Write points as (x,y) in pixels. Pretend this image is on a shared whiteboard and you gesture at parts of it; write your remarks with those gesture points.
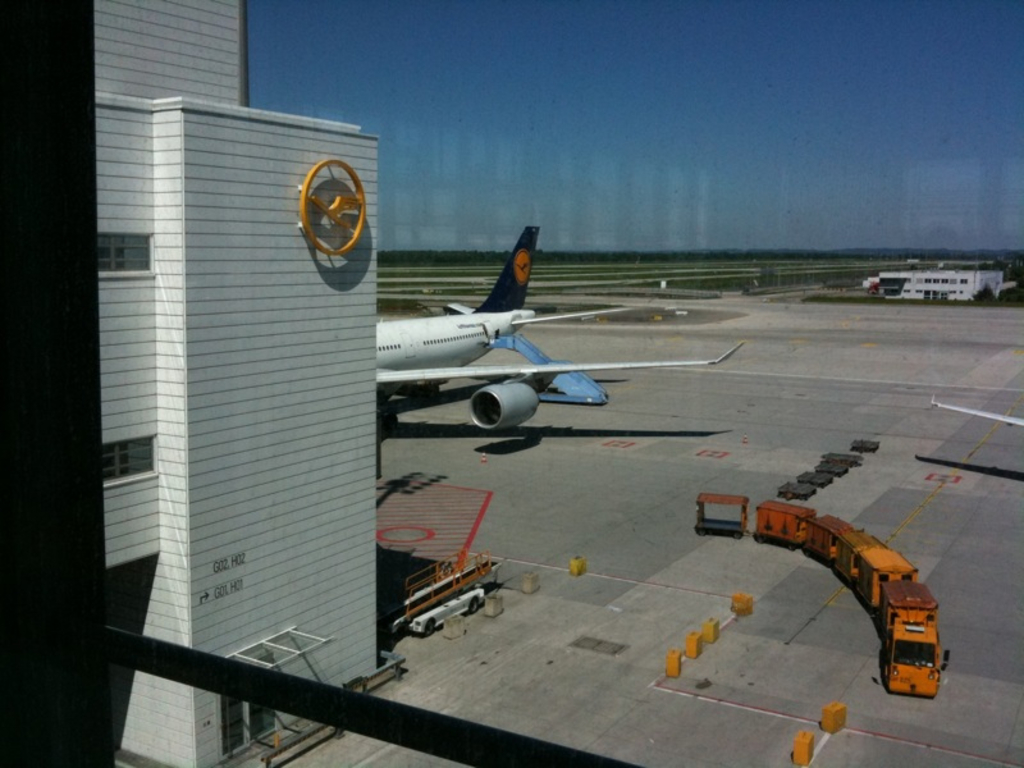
In this image there is an airplane (418,394) on the road (653,491), having few vehicles (455,592) and few objects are on the floor (662,477). Left side (157,218) there is a building (196,308). Middle of the image (417,264) there is grassland (661,268). Right side (949,289) there is a building (963,289). Top of the image (737,125) there is sky (581,111).
